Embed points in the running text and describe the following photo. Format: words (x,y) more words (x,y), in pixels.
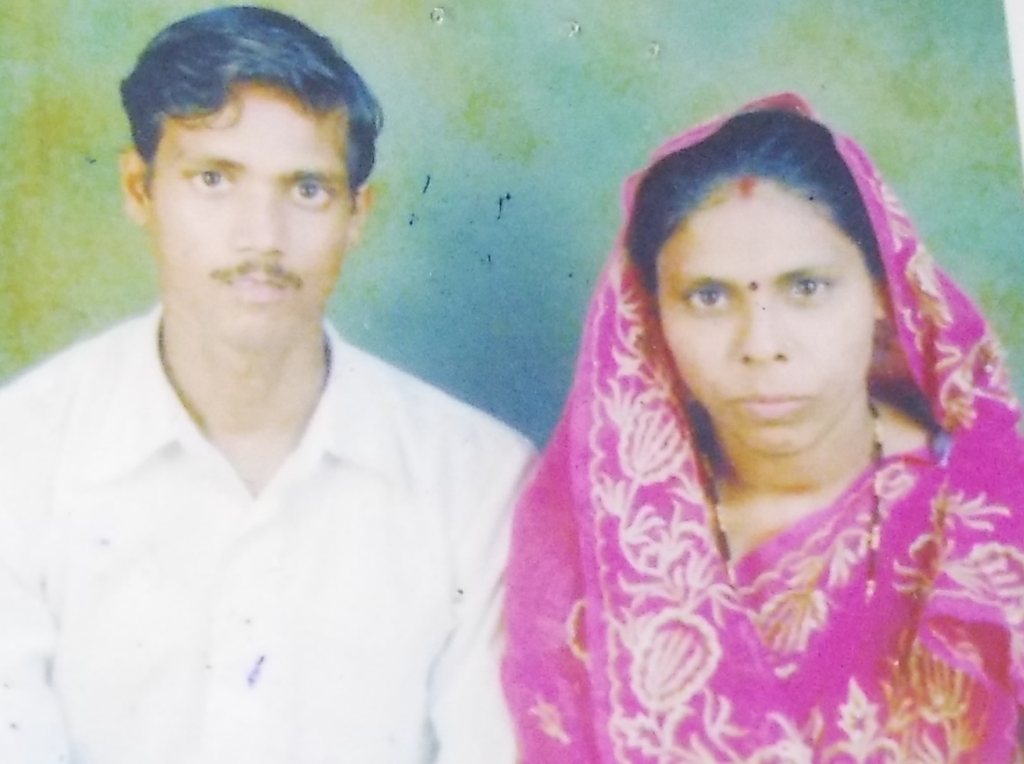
In the picture I can see a couple (387,516). I can see a man (379,478) on the left side (39,627) is wearing a white color shirt (354,678) and I can see a woman (832,284) on the right side (685,571) is wearing a pink color saree (943,651).
